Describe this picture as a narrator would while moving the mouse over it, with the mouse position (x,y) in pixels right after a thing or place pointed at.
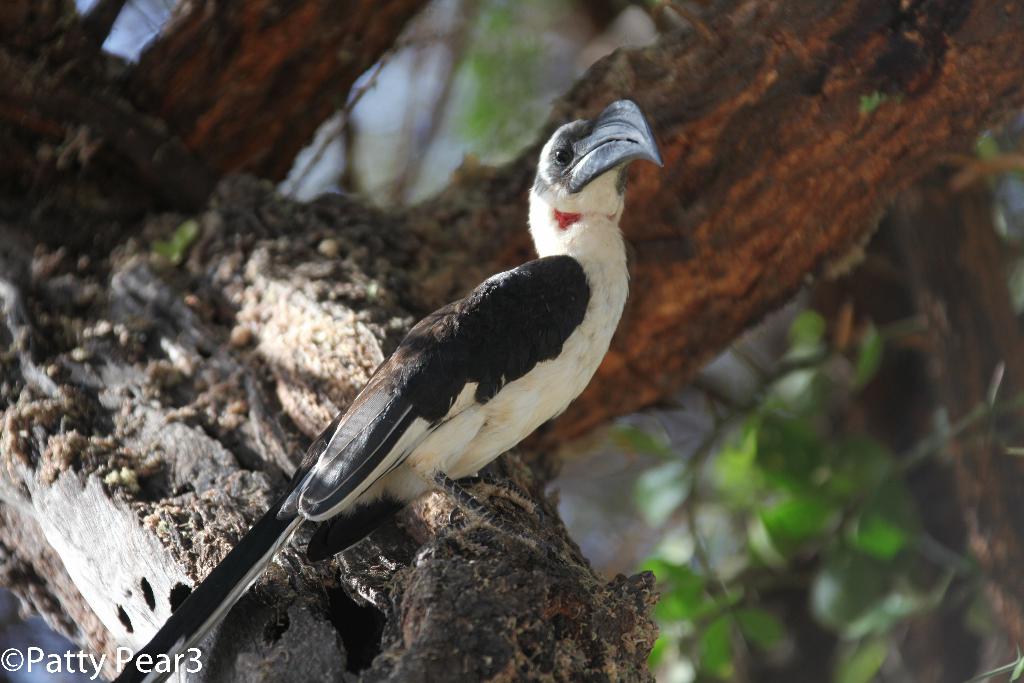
A picture of a bird (528,290). A bird (590,261) is standing on a stem (92,225). Bird (413,386) is in black and white color.
